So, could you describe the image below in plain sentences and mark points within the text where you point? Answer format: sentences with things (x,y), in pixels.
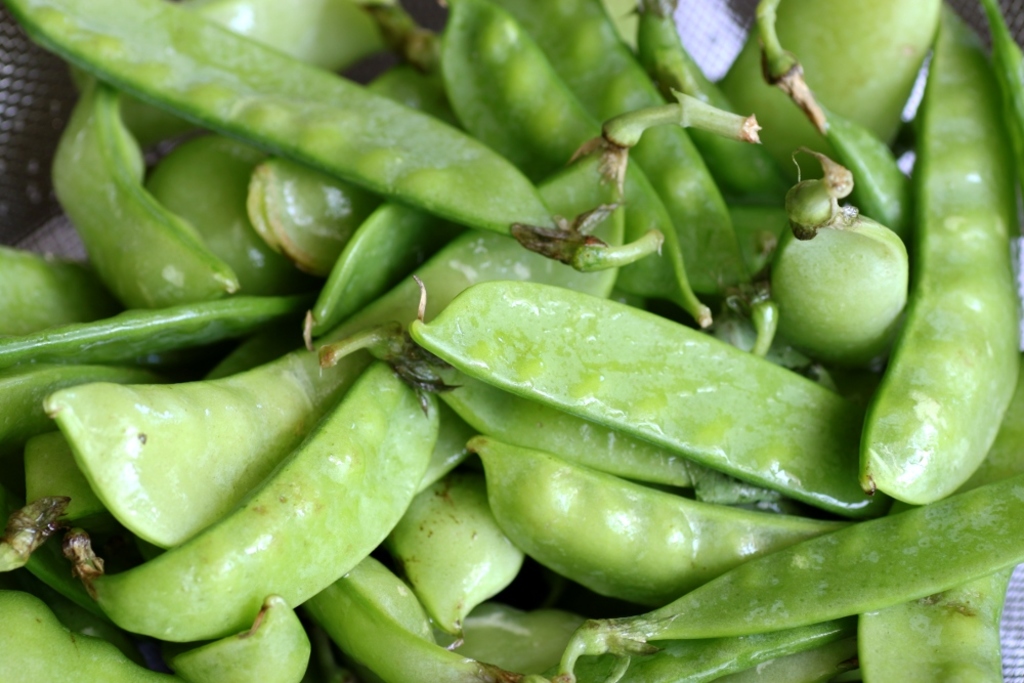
The picture consists of beans (735,165) in a strainer (707,44).
